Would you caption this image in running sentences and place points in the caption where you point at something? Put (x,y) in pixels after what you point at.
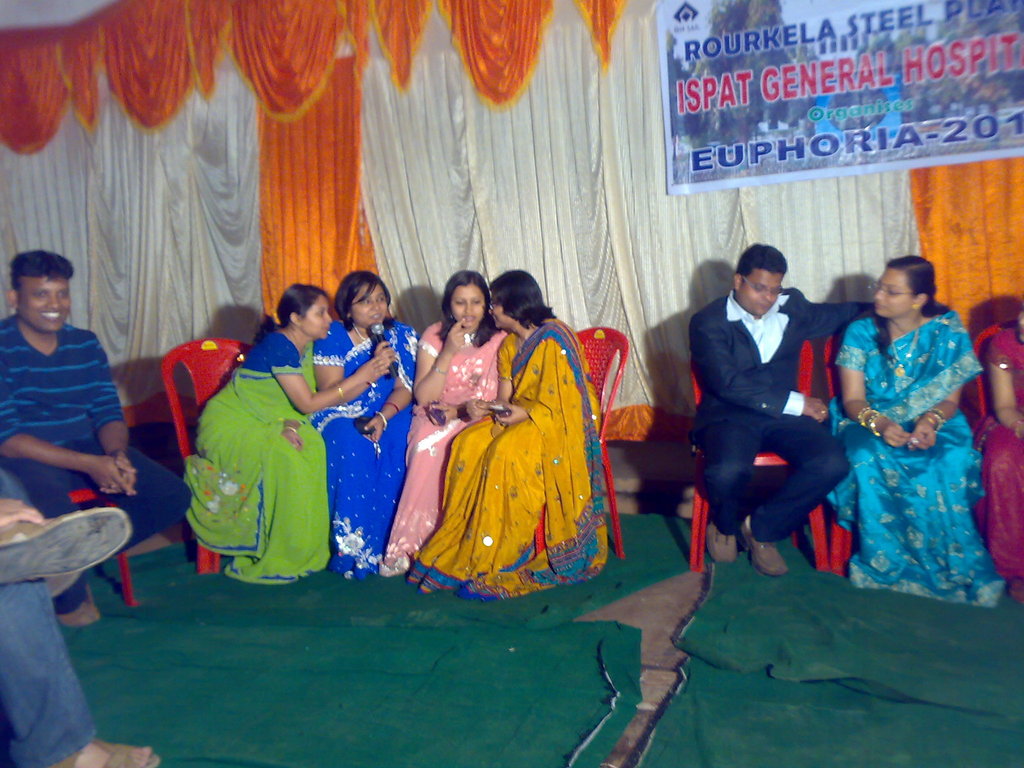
This image is taken outdoors. At the bottom of the image (553,689) there is a floor (628,695) with green carpets (581,683). In the background (583,215) there are a few curtains (368,170) and a banner (766,96) with text (938,72) on it. In the middle of the image (472,426) a few women (575,454) and three men (76,460) are sitting on the chairs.
